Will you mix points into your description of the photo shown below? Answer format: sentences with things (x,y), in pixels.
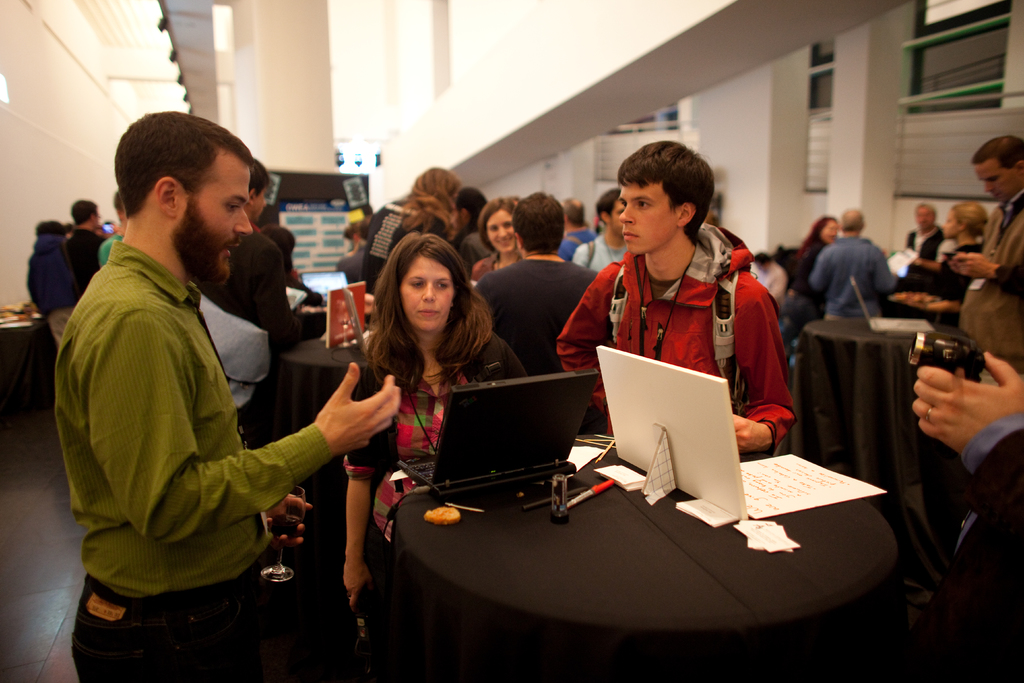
There is a group of people (411,372). There is a table (512,527). There is a laptop (408,465), pen (584,497), paper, tissue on a table (567,535). We can see in the background (858,139) window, curtain (949,187), pillar (847,135).
